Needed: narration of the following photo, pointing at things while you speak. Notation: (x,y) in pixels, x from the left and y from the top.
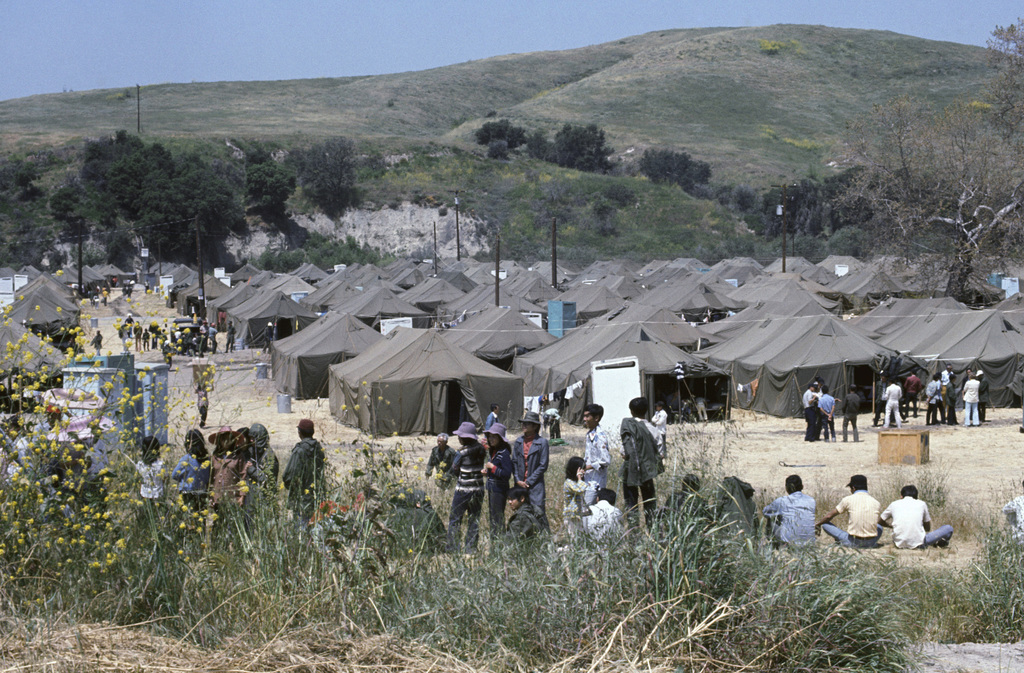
In this image in the center (578,261) there are some tents (767,359) and some persons (885,377) are standing, and at the bottom (378,595) there are some plants (525,607), grass (685,608) and some flowers (195,515). And in the background (214,225) there are some trees (50,227), poles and mountains (756,138) and at the top of the image (264,61) there is sky (408,19).
